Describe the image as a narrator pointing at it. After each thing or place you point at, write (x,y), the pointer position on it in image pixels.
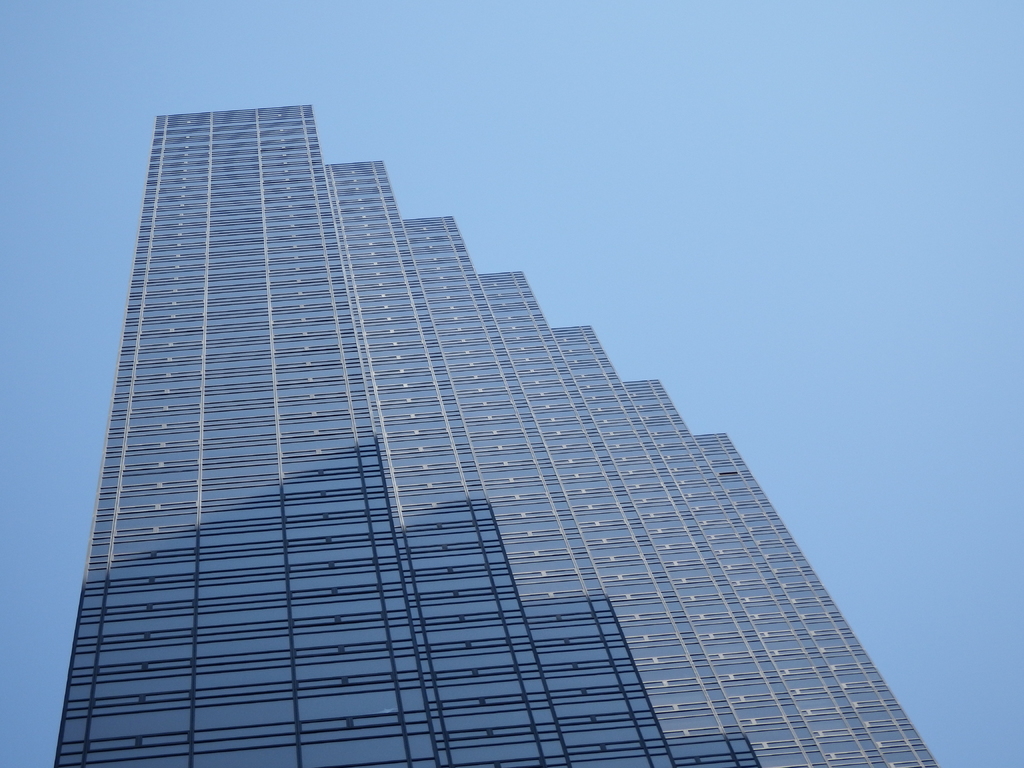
In the foreground of this picture (447,632), there is a building (567,447). In the background (694,101), we can see the sky (724,145).
